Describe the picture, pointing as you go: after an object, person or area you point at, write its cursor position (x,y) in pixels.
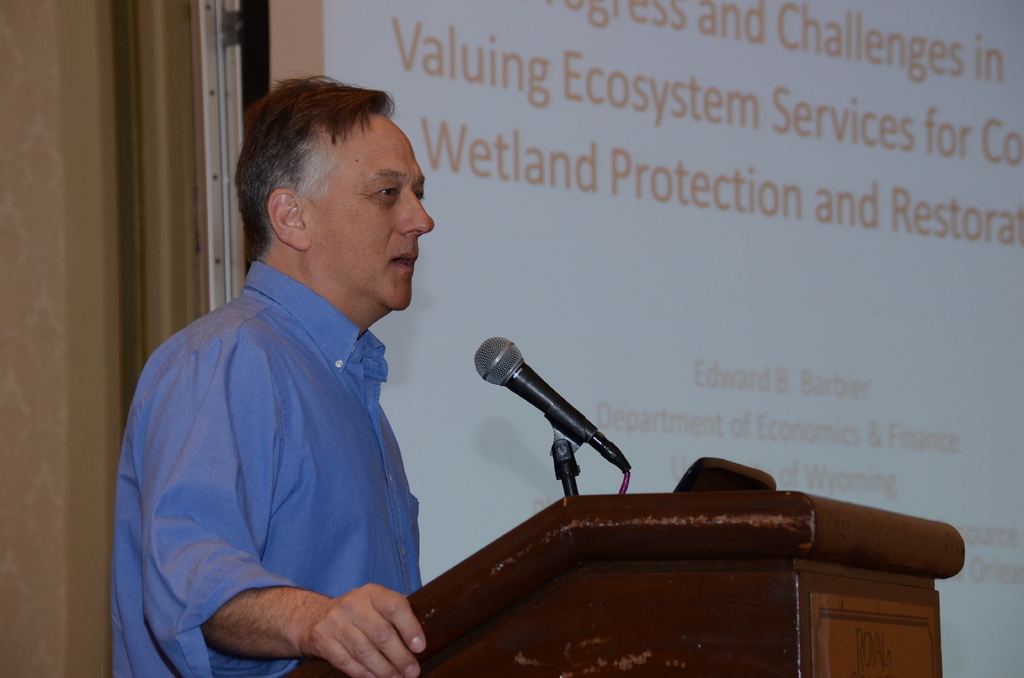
In this image we can see a man (374,561) standing at the podium (667,575) to which a mic (554,420) is attached. In the background (531,512) there is a display screen (508,143) with some text (625,170) on it.
